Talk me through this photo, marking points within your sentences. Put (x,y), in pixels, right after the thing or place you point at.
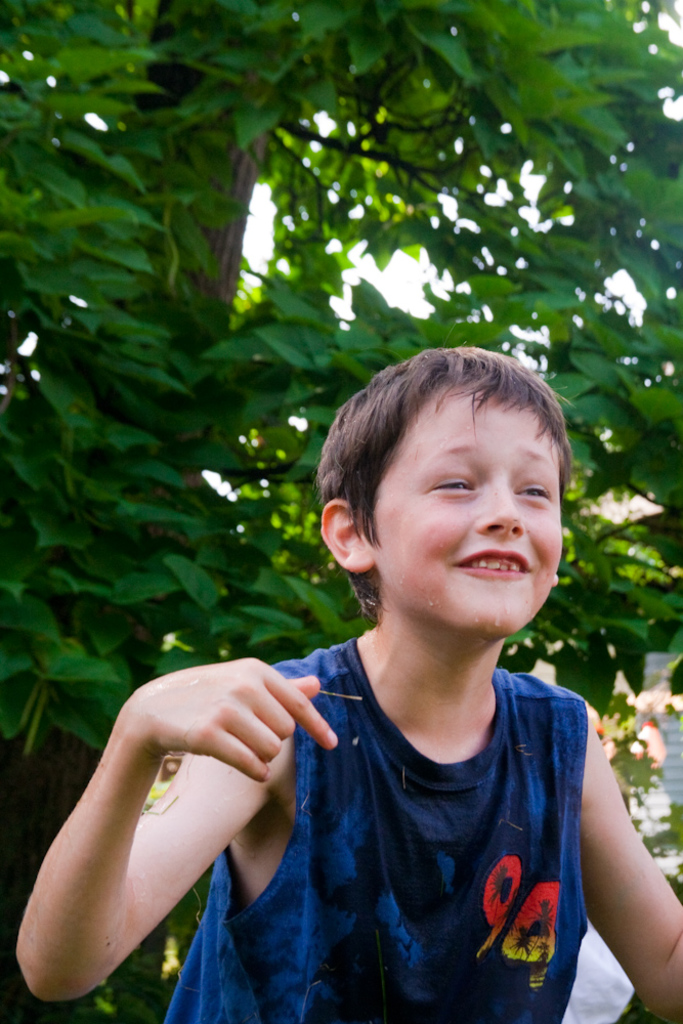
This image is taken outdoors. In the background (276,457) there is a tree (162,415) with leaves (195,222), stems (220,268) and branches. In the middle of the image (349,662) there is a kid (372,601).
